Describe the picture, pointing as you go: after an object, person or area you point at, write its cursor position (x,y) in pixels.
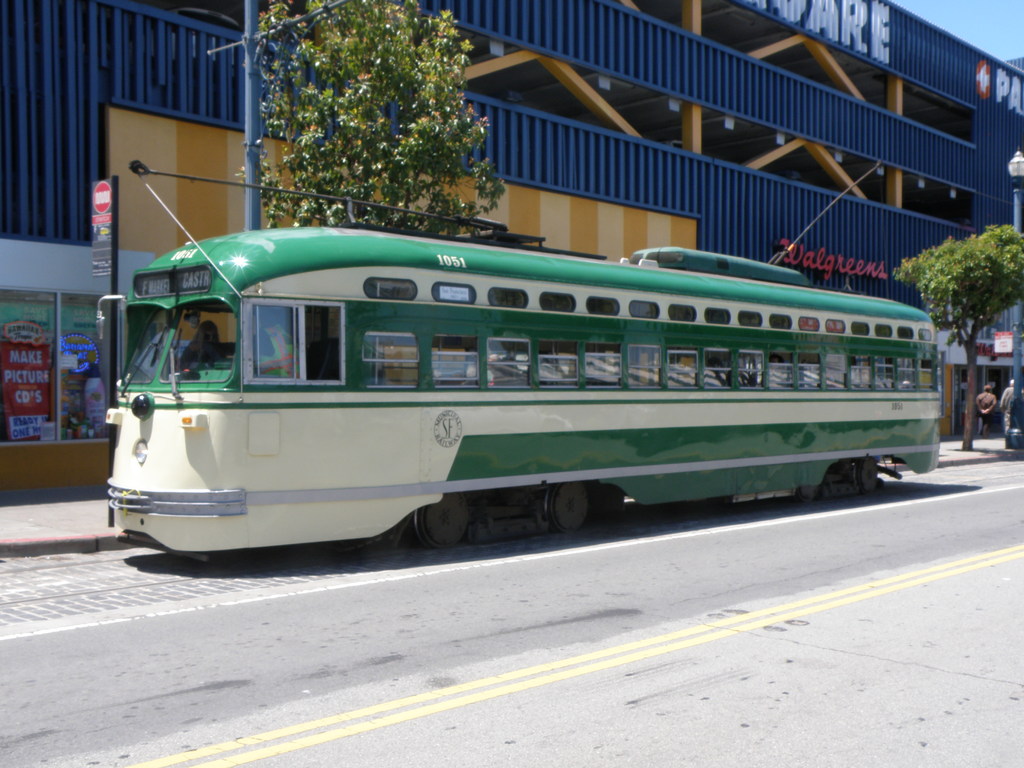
In this picture I can see the road (539,537) in front (136,736), on which I can see a public transport (369,415) and in the background (20,467) I can see a building (162,244), few trees (322,29) and light poles (1019,218) and on the right side of this picture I can see 2 persons (984,393) and I see something is written on the building (538,189).
